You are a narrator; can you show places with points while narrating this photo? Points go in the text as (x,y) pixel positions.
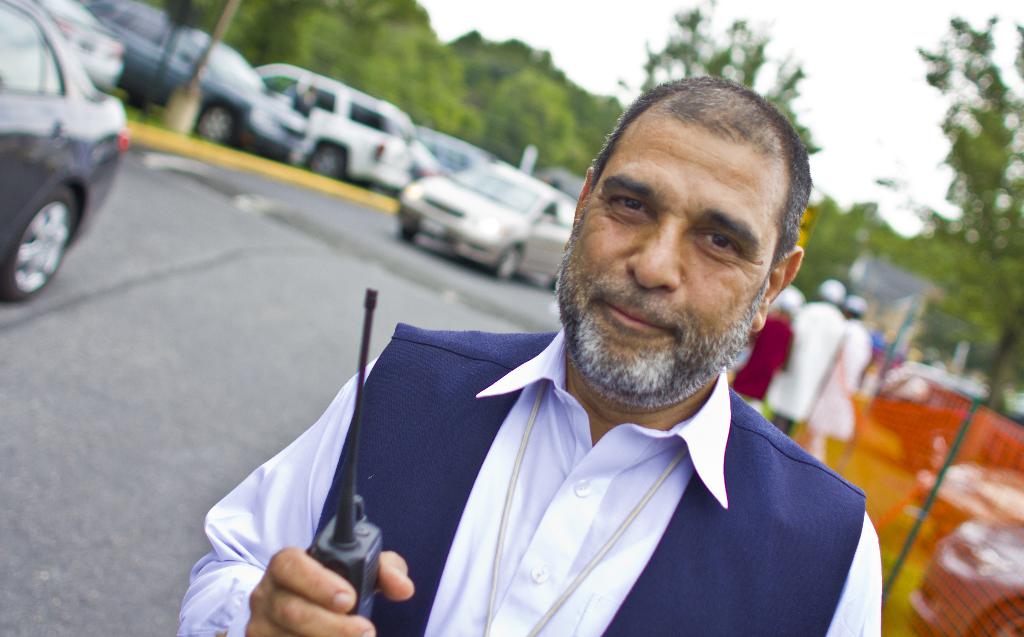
In the center of the image (598,311) there is a person (523,484) holding a walkie talkie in his hand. In the background of the image (468,198) there are cars (262,146). There is road (202,337) at the bottom of the image (88,480). In the background of the image (487,64) there are trees (794,71). There are people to the right side of the image (815,392). There is a net (892,422).
